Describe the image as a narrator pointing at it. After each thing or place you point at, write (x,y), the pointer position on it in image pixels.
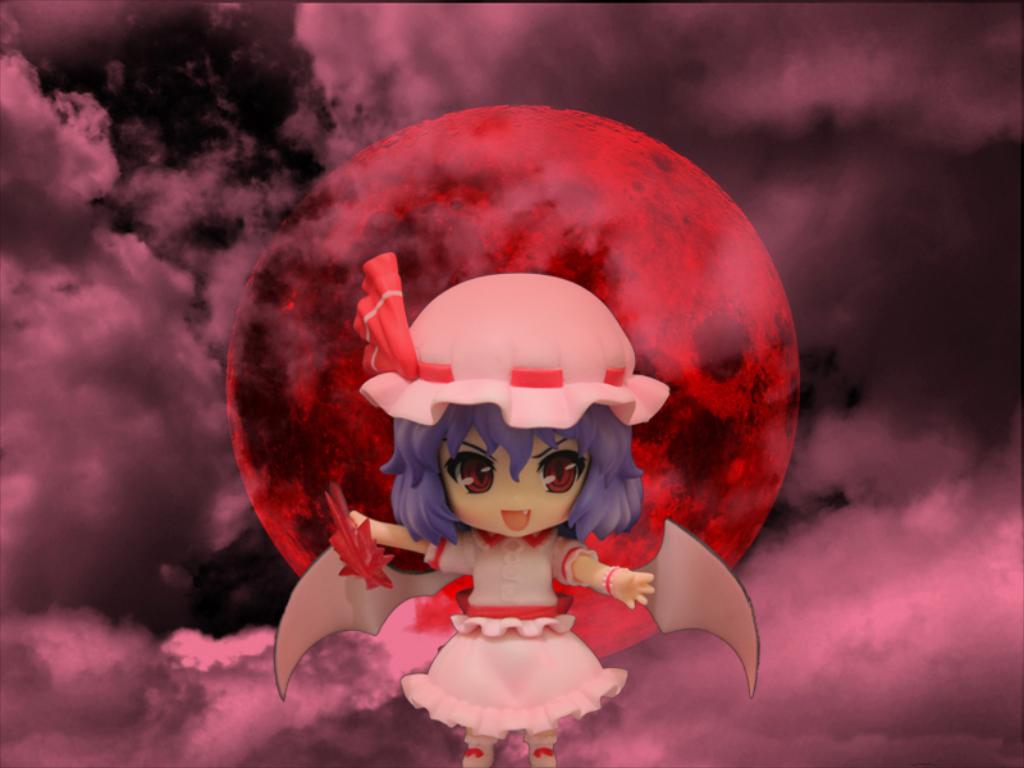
In this picture we can see a cartoon of a girl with wings (285,666). In the background (332,657), we can see a cloudy dark sky (169,694) with red moon (520,259).
